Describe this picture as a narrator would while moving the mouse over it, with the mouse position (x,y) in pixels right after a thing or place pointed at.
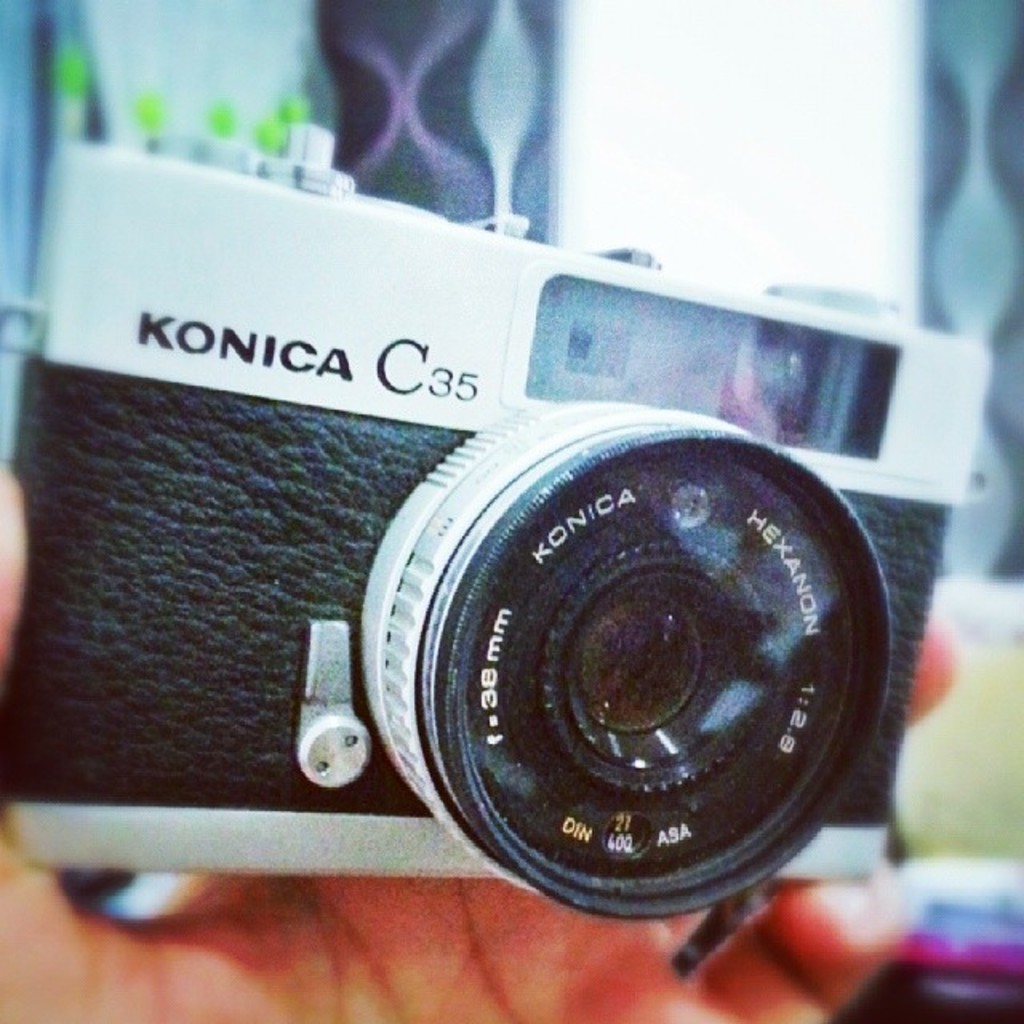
In the center of the image (376,670) there is a person's hand (46,936) holding a camera (654,323).
